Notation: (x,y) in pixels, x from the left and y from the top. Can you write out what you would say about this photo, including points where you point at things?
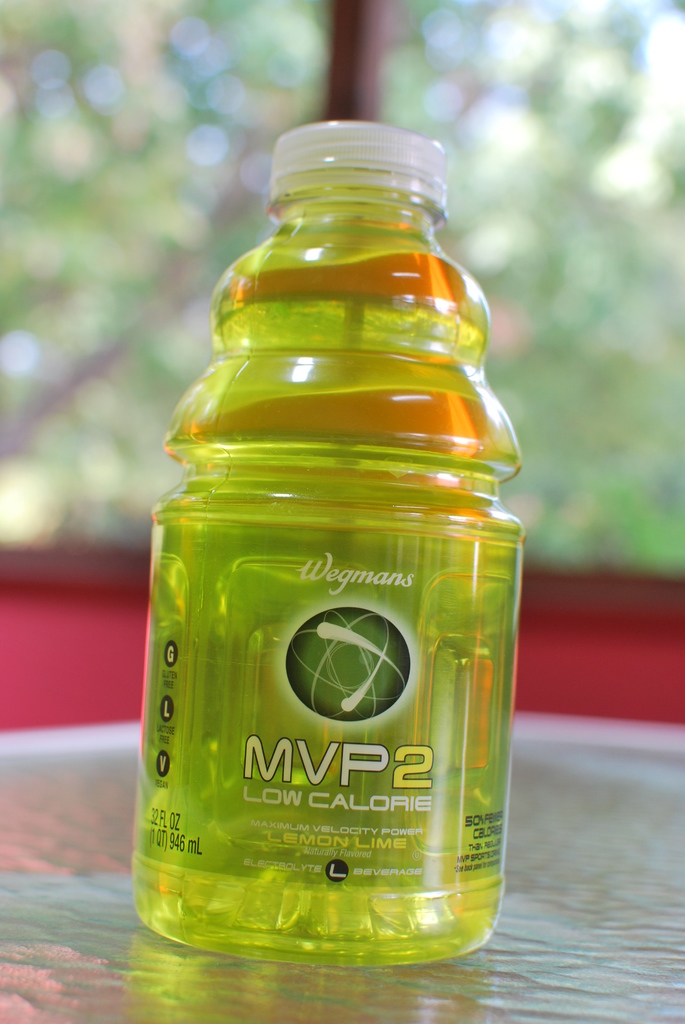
This picture consist of a bottle (306,507) with the name MVP2 low calorie which is on the table (582,896). In the background (528,166) there are trees (150,170).
